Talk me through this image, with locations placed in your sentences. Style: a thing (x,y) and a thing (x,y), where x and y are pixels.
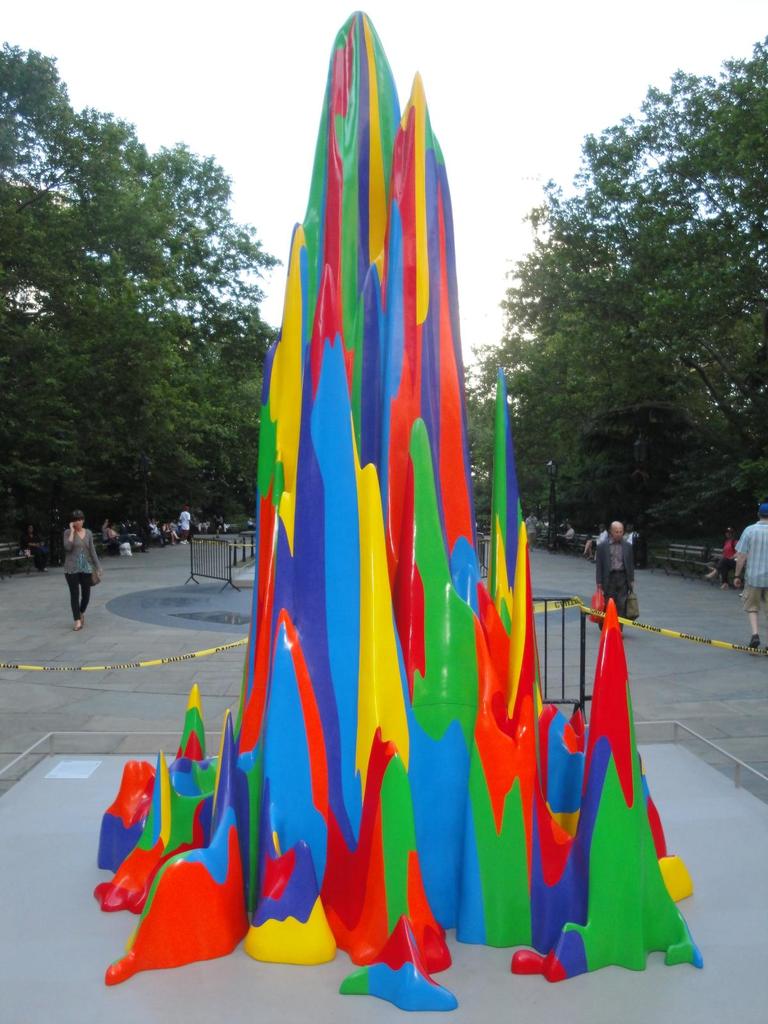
In this image there is the sky (211,60) towards the top of the image (165,65), there are trees (219,317), there are group of persons (139,537), they are sitting, there are two men (622,547) walking, there is a man (632,576) holding an object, there is a woman (92,563) wearing a bag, there is a fence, there is a multi colored object (375,632) that looks like a mountain.
